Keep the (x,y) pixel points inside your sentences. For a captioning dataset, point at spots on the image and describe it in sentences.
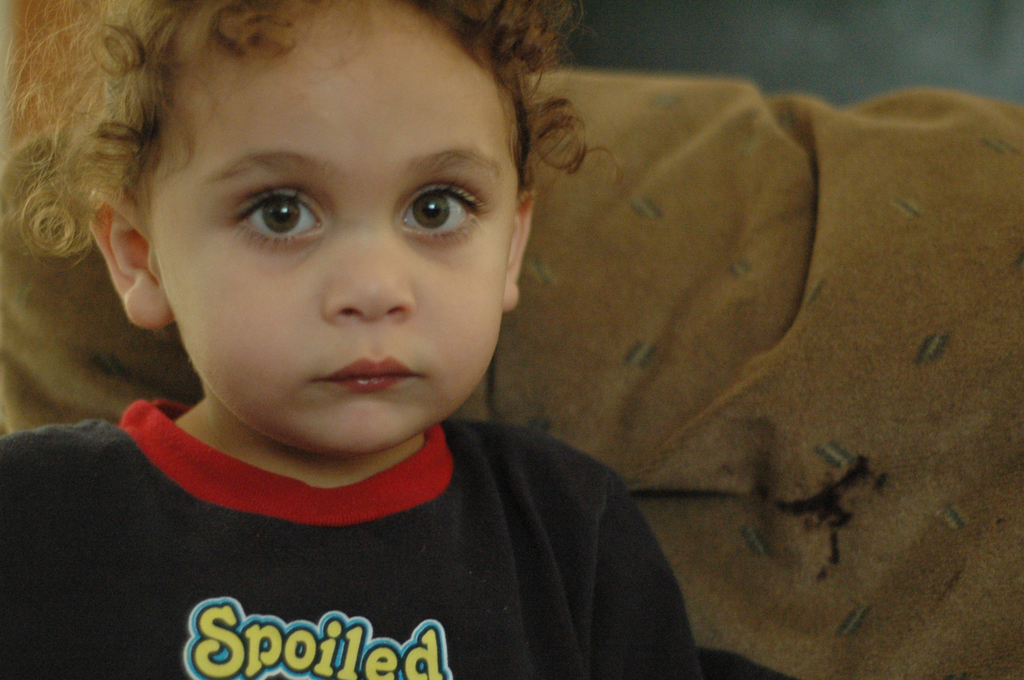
As we can see in the image there is a kid (236,511) who is having curly hair (97,141) and wearing a black shirt (236,551) on which its written "Spoiled" which is in yellow colour and at the background of the kid (181,638) there is a brown colour cloth (797,446).
